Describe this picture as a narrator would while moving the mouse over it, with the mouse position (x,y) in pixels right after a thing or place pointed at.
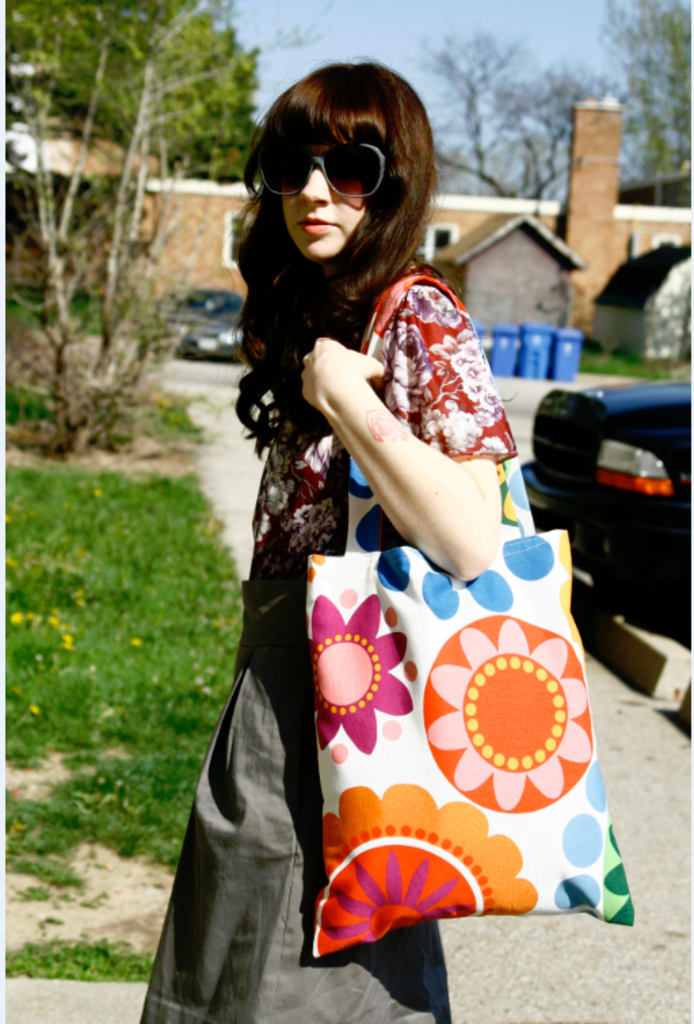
a person (368,473) is wearing a red floral shirt (424,385) and a skirt (254,916), wearing a floral hand bag (379,773). at the left (110,590) there is grass (88,641) and trees (108,108). at the right (606,431) there is a car (601,400). behind her there is a building (622,236).
